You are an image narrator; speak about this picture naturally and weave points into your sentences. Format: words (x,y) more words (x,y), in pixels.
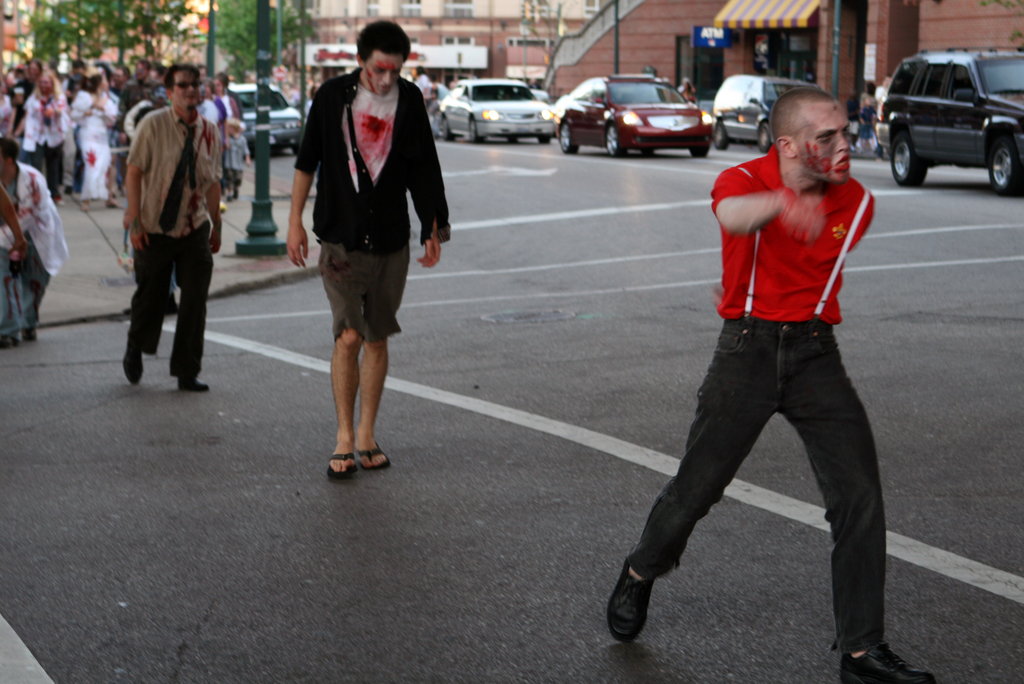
On the right side (821,102) a man (837,503) is walking, he wore red color t-shirt (789,287) and black color trouser (672,479), shoes (641,580). In the middle (387,265) another man (404,201) is also walking, he is in Halloween. At the back side (448,120) there are cars (720,133) that are moving on the road (689,160). On the left side (193,93) a group of people (95,126) are standing, behind them there are trees (99,38) in this image.
